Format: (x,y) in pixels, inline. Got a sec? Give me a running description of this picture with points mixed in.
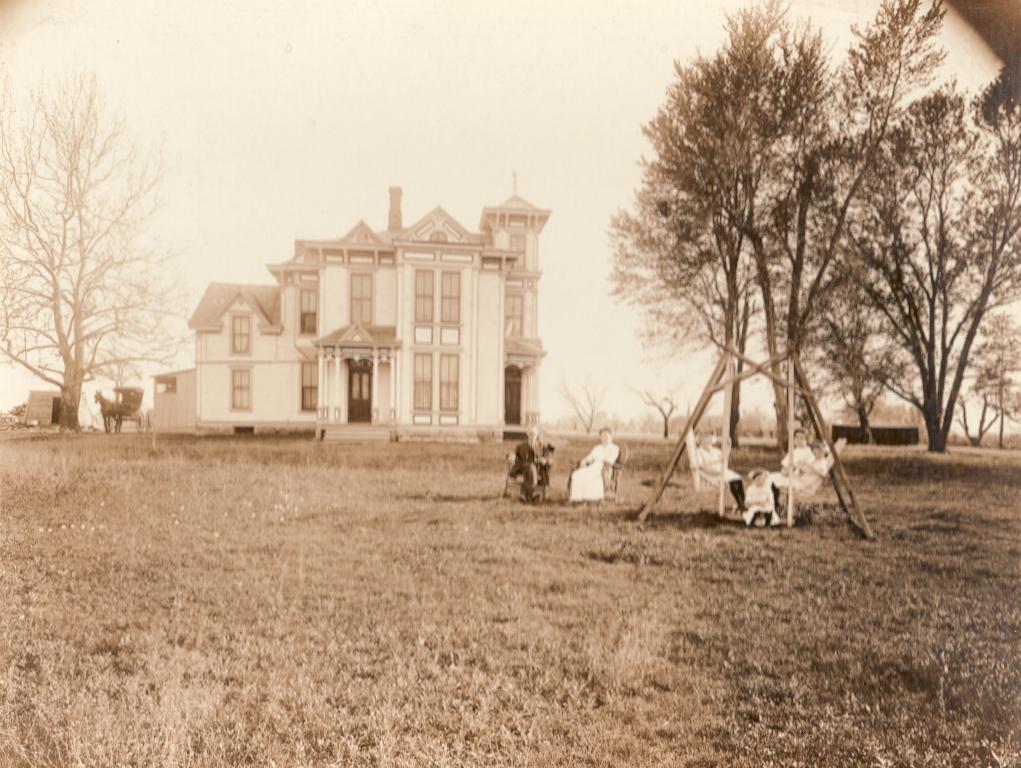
In this image I can see a building (366,272). There are trees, people (777,520), chairs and there is grass (188,580). In the background (366,145) there is sky (563,150).
